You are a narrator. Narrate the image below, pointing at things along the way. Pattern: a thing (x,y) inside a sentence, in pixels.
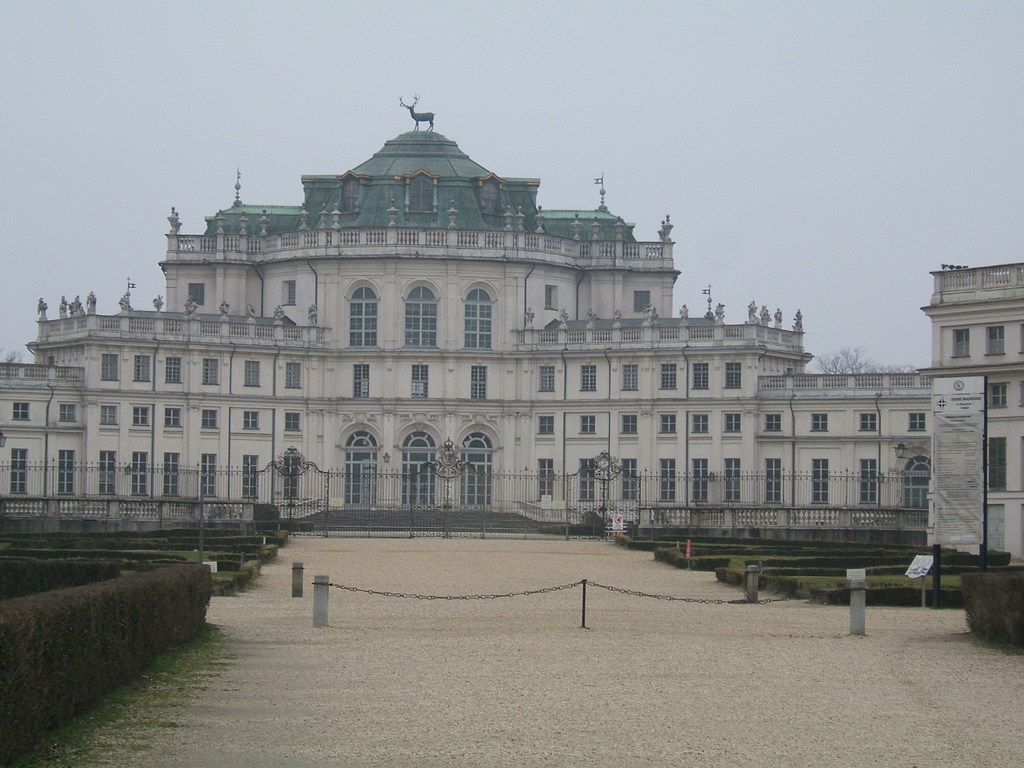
In this image there are bushes (165,640), chain fence (370,593) to the rods (326,593), display boards (959,479) with some text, metal rod gates (668,491), stairs (370,521) of a building (383,347), at the top of the building (405,175) there is a statue (412,107), behind the building (109,333) there are trees (858,361).
